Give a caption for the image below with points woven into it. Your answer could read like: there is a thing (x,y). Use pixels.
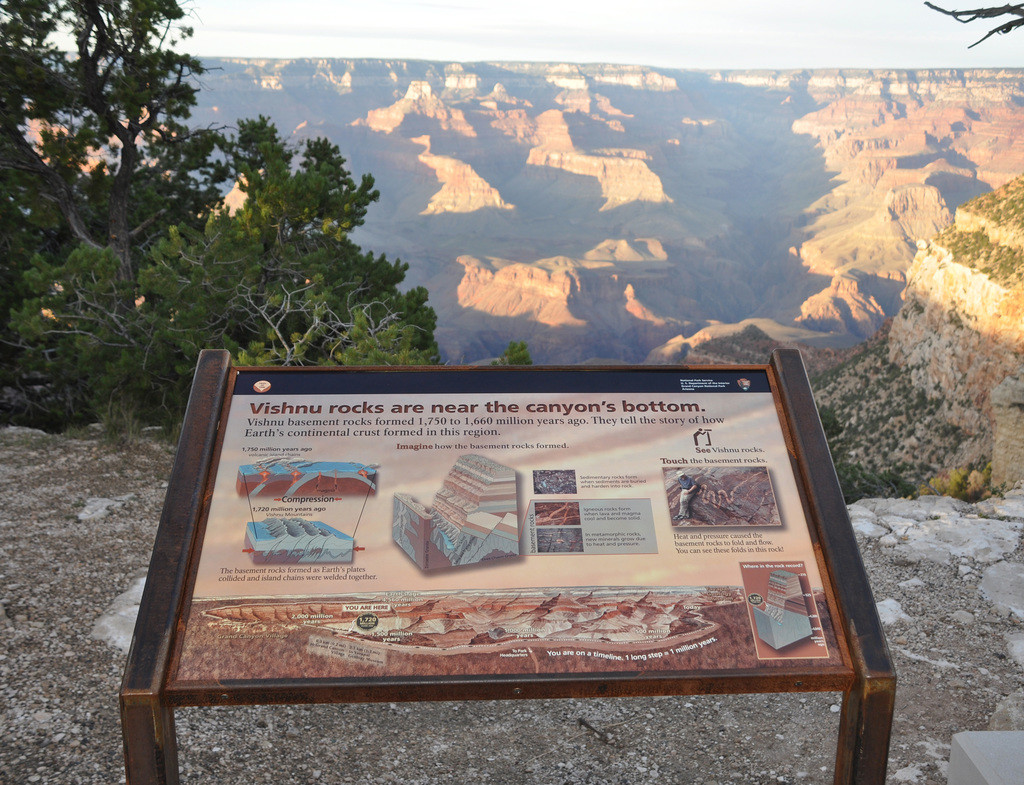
In the center of the image (401,376) we can see a board (348,616). In the background (68,201) there are trees (246,276), rocks (520,217) and sky (635,50).
